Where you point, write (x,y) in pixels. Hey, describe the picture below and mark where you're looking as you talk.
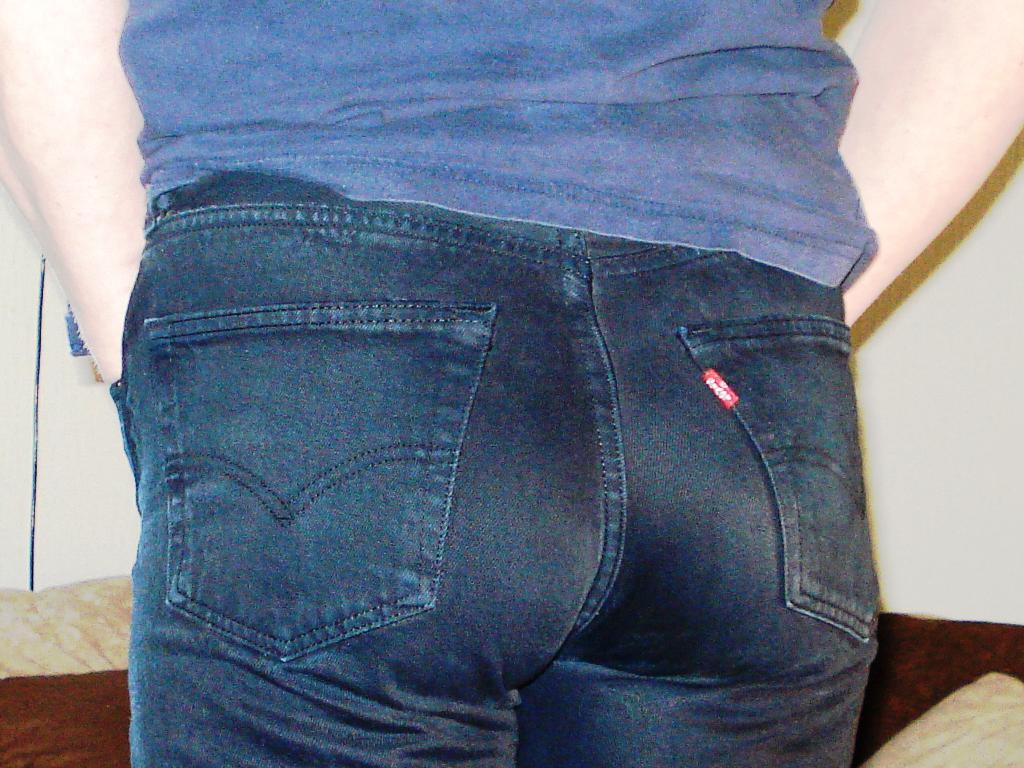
In this picture we can see a person (191,345) is standing and in front of the person (220,254) there is a wall (915,405).
